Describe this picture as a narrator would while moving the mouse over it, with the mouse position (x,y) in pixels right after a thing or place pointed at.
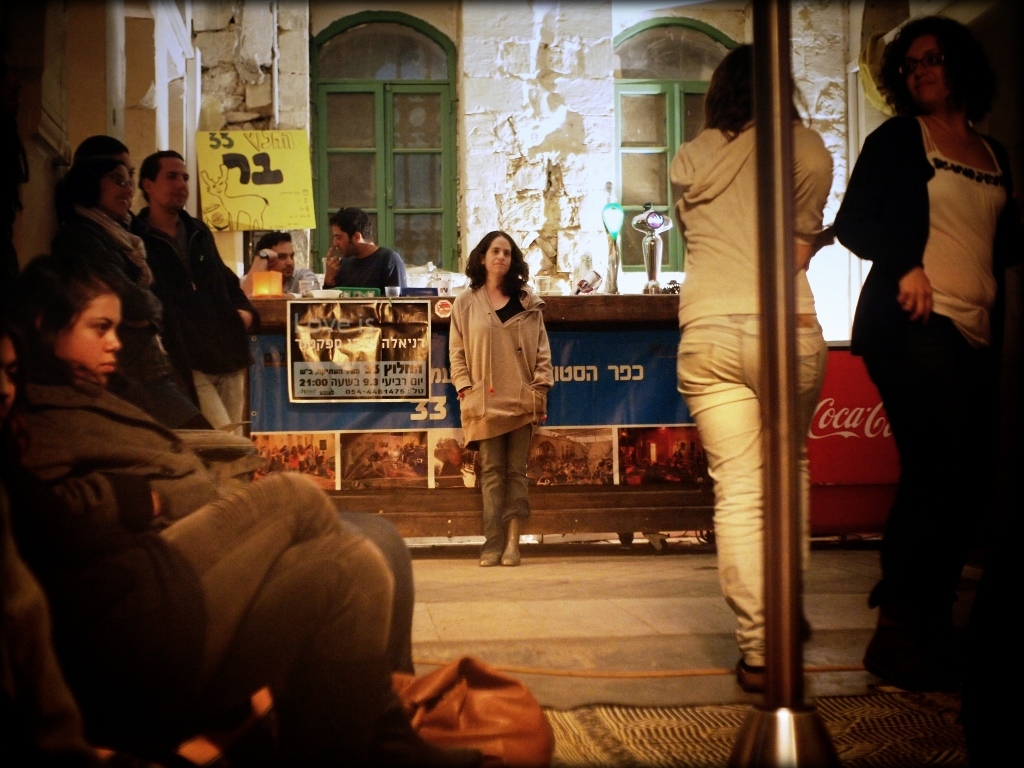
The picture is taken in a room (100,100). In the foreground of the picture (778,78) there is a pole (766,249). On the left (129,575) there are women (154,470) sitting, beside them there are two people (167,305) standing. On the right (939,350) there are two women (811,374) standing. In the center of the background (496,294) there is a woman (501,378) standing at a desk (581,323), behind the desk (369,298) there are two people (362,264) and a building (537,141). There are windows (455,123) to the building (663,137).
